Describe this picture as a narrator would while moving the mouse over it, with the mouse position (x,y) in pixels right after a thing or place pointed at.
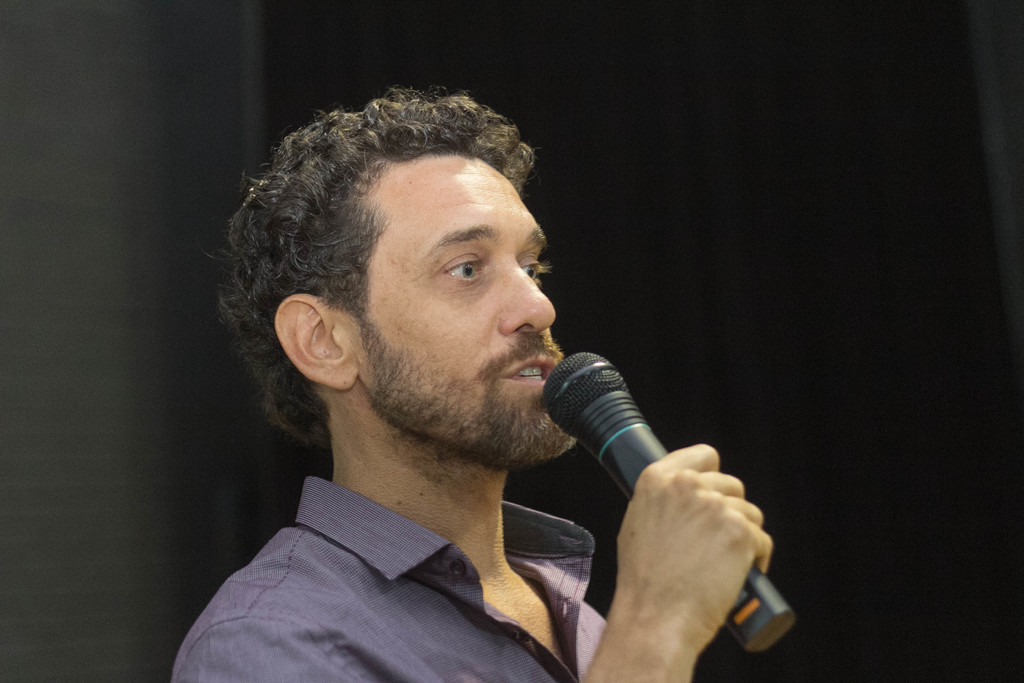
In the middle of this image (411,308), there is a person (411,308) in a shirt (591,646), holding a microphone (583,376) with a hand (696,460) and speaking. And the background (102,504) is dark in color.
